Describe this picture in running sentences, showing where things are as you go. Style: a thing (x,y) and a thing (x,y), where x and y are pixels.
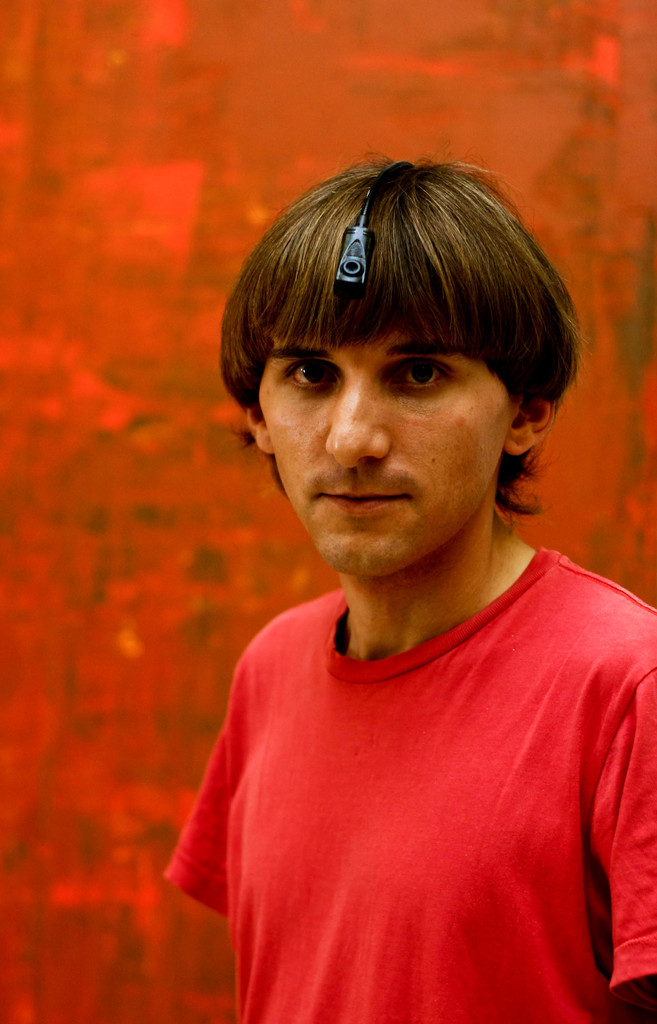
This man (460,433) wore red t-shirt (474,834) and looking forward. Background (76,416) it is in red color.
